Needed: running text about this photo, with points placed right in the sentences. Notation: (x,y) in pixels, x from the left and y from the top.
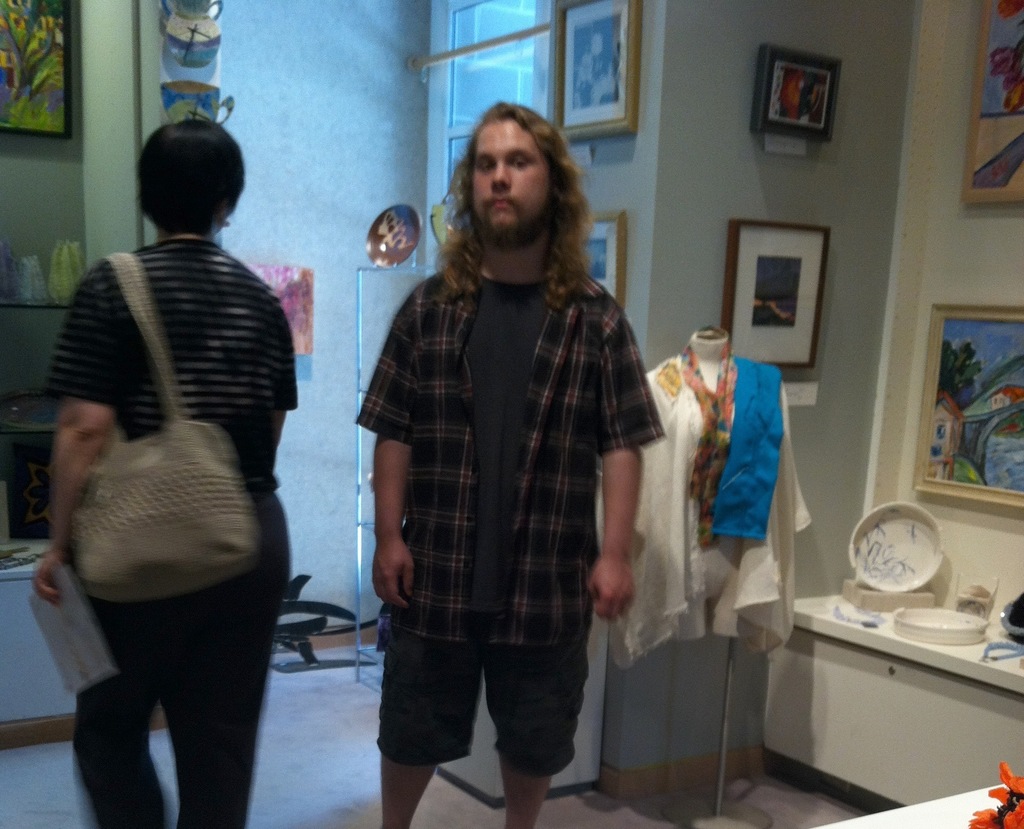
In the image there is a man (514,191) in checkered shirt (455,348) and shorts (493,681) standing in the front (509,569) and there is another person (185,164) walking on the left side (187,390), on the right side (704,583) there is a mannequin (721,460) in front of the wall (714,235) with photographs (780,286) on it and beside it there is a table (919,703) with plate (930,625) and utensils (939,615) on it and over the back (488,65) there is window (454,86) on the wall (321,159).
